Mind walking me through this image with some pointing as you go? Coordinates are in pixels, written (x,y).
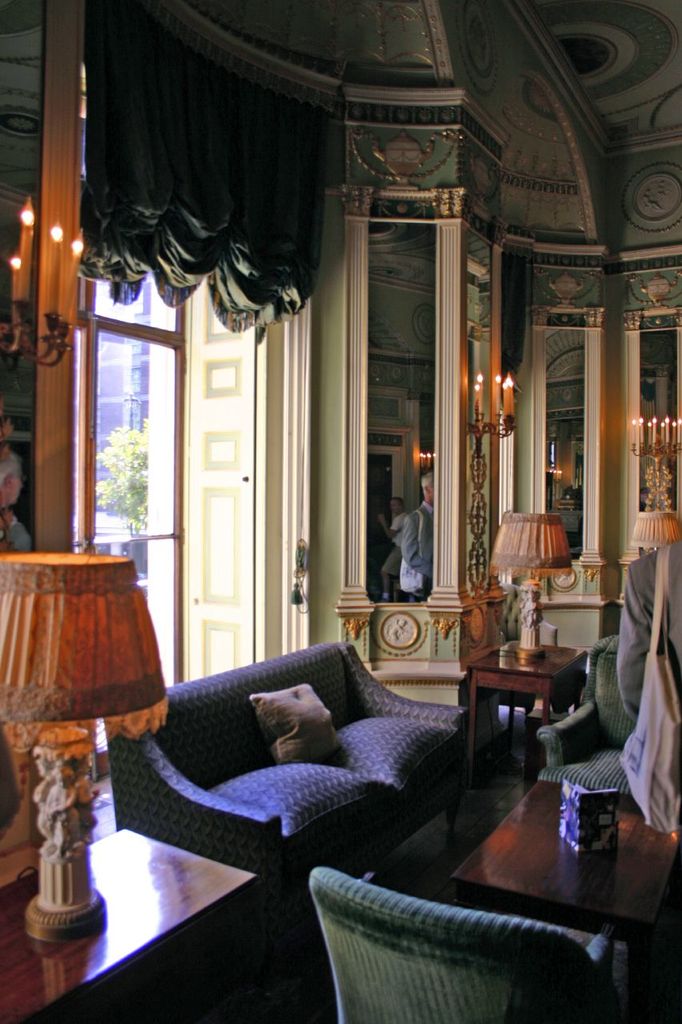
The image is inside the room (547,721). In the image on left side (112,914) there is a table (115,906). On table (111,886) we can see a lamp (70,722) some candles (72,272) and a frame (39,485) on right side (532,612) there is another table (557,646) and a lamp (521,542), couch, few candles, mirror (573,428). In middle (240,520) there is a couch (283,796), door (226,483) which is opened at corner there are few people (413,546) standing. In background (205,250) we can see a curtain (140,264), building (119,360), trees (139,503).
